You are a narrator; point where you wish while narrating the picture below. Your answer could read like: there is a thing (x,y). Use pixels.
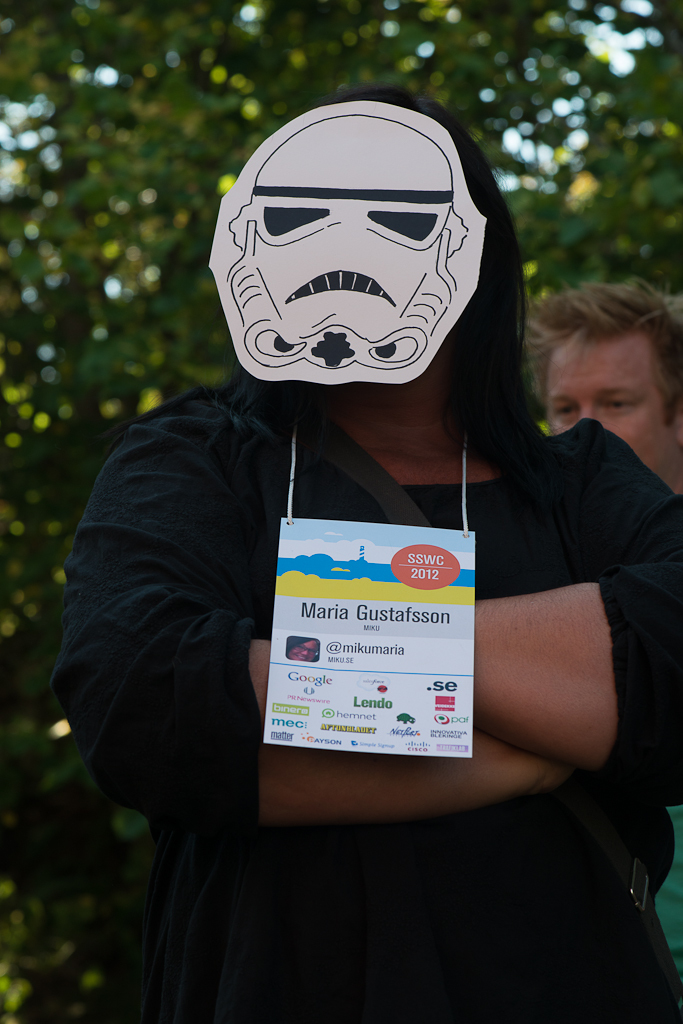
In this image I can see the person (415,406) with black dress (508,558), having a face mask (311,320) and a tag (430,658) around her neck (364,447). Also in background (622,400) there is a person (552,345) and trees (452,93).
